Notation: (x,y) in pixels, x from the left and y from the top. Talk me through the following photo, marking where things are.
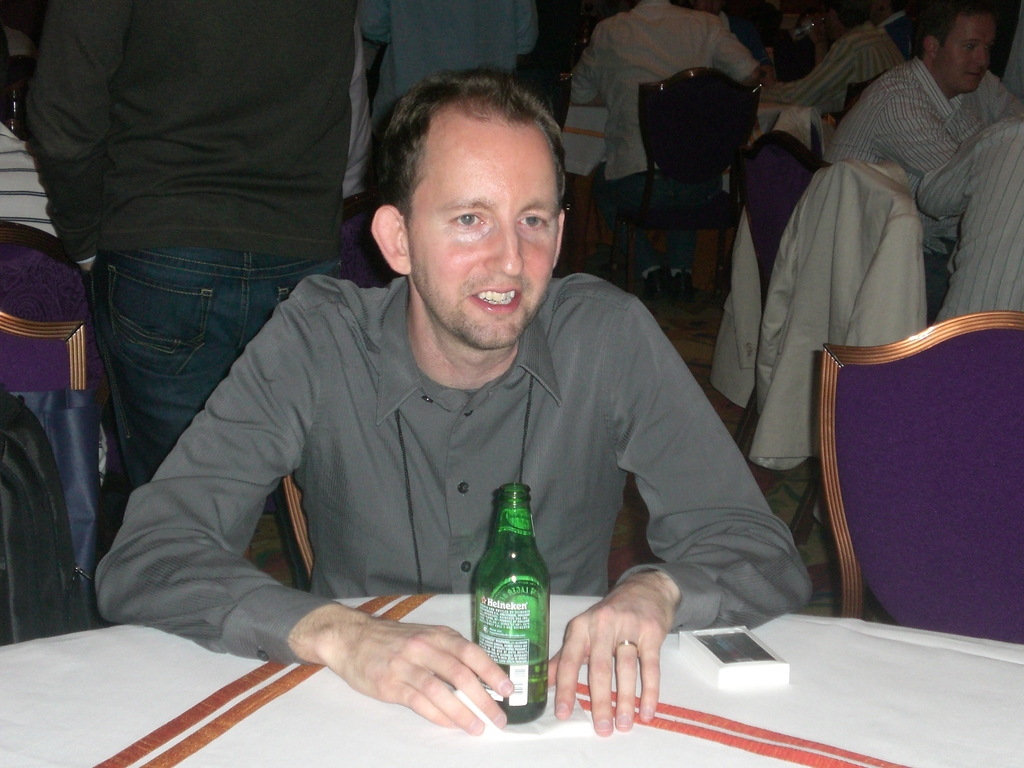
On the background (769,48) we can see persons (863,135) sitting on chairs (693,73). Here we can see persons (352,86) standing. In Front of the picture we can see a man (388,244) sitting on a chair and smiling. On the table (666,732) we can see a box (740,640) and a bottle (535,695) in green colour.
